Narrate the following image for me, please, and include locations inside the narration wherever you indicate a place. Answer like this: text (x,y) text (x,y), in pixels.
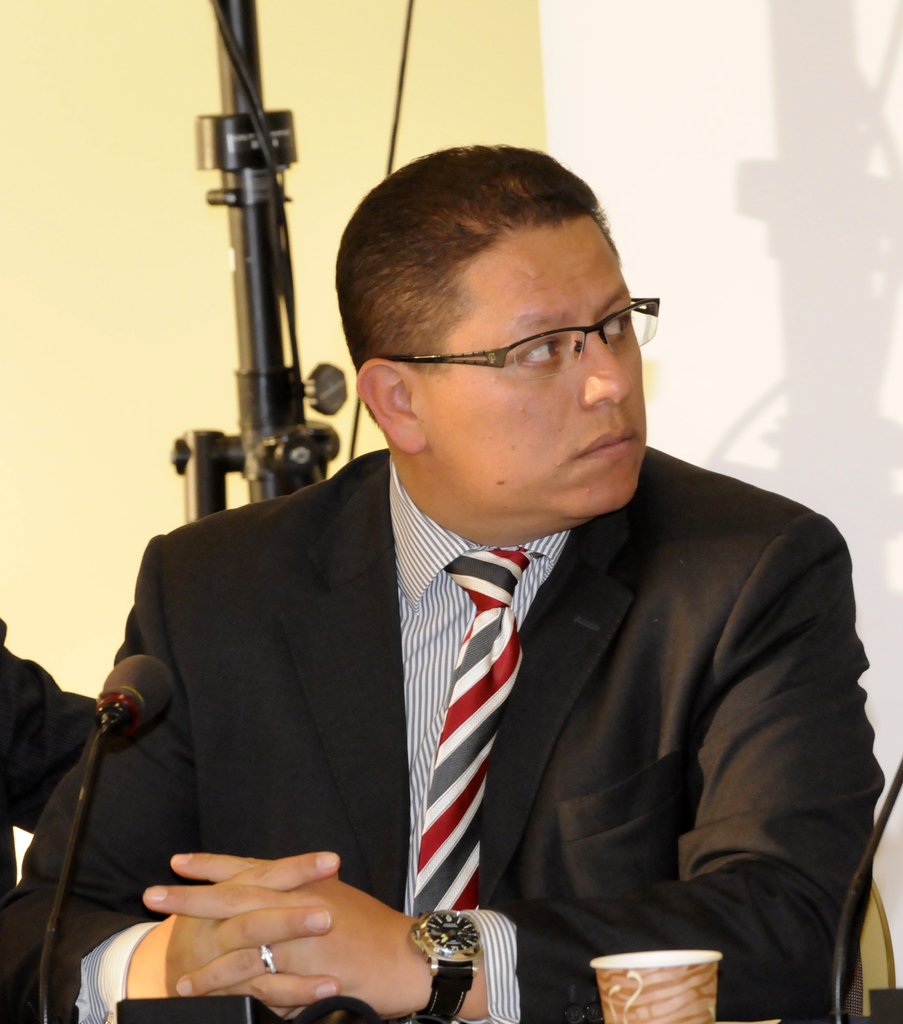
In the picture we can see a man (206,975) sitting near the desk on it, we can see a glass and a microphone (93,773) and a man (478,728) is in blazer (536,957), tie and shirt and behind him we can see a stand (280,406) and behind it, we can see a wall (170,312) which is light yellow in color and some part of the wall (839,52) is white in color.
